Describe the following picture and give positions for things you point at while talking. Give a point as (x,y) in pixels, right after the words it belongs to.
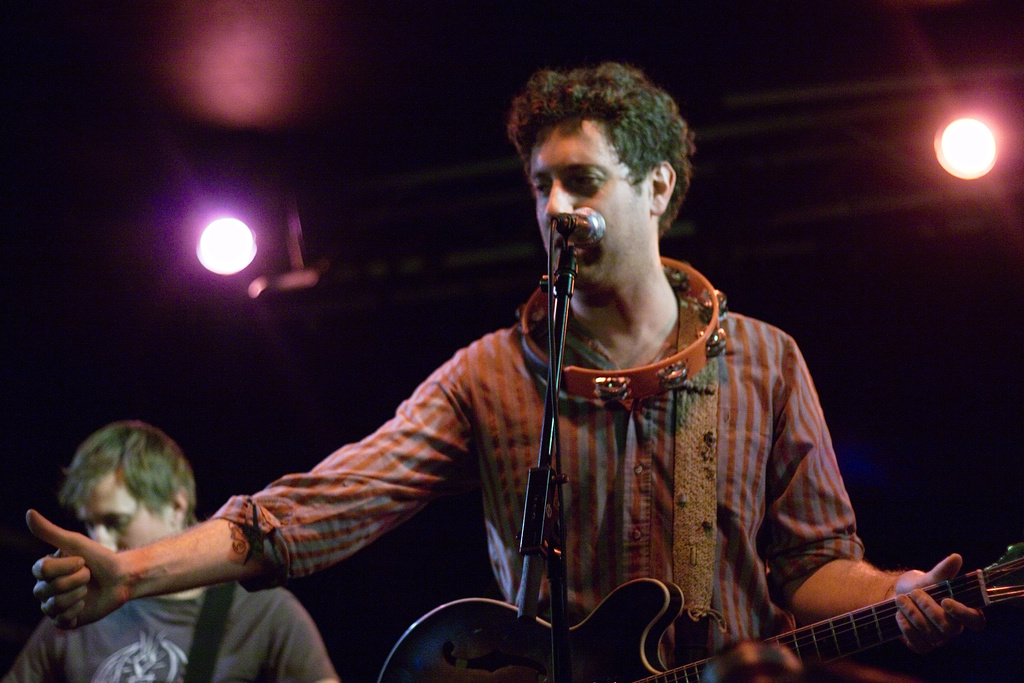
This image is clicked in a concert. There is a person (421,465) in the middle of the image (473,400) who is standing, he is showing his thumb (77,549). He is playing guitar (859,613). Mic (585,239) is placed in front of him. There are lights (946,154) on the top right corner (951,195) and upper left side of the image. And another person (235,647) is also standing behind him. He is on the bottom left corner (101,515). This man (667,433) who is standing in the middle of the image (420,452) is wearing a brown shirt (572,459).
